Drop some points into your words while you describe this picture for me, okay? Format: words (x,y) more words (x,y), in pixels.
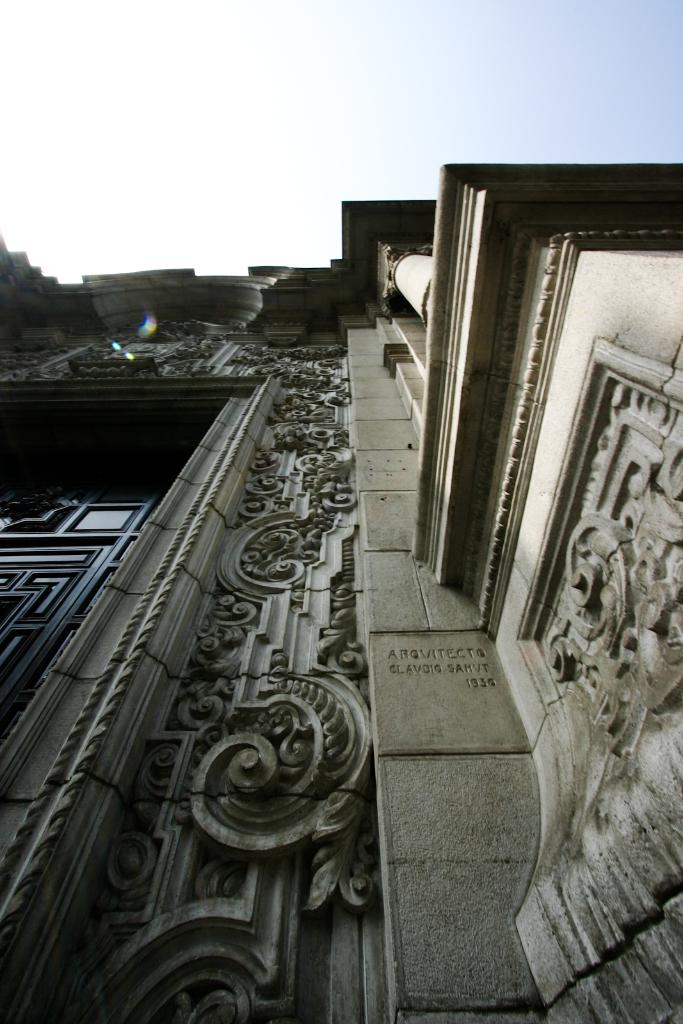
In this image we can see building (310,446). In the background (362,67) there is sky (228,111).
